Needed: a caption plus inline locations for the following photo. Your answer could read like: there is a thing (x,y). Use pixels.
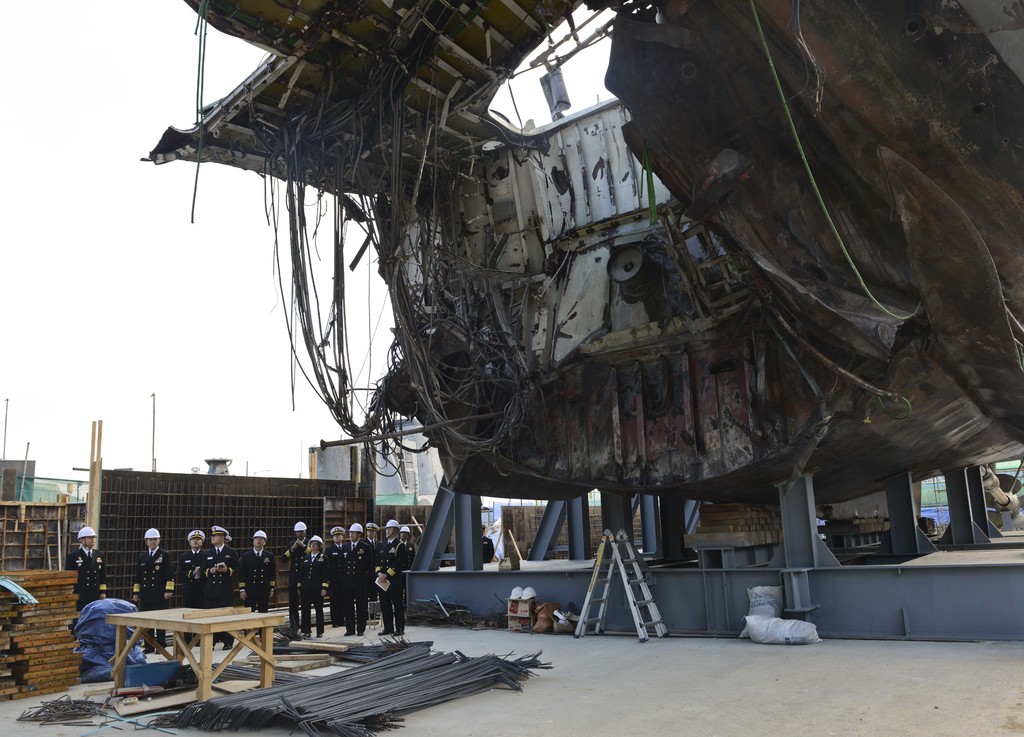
On the left side (299,682), there are iron materials (338,657) arranged, a wooden table (272,644), wooden materials (284,662) arranged on the floor (479,736). Beside them, there are persons (205,570) in uniform (383,557), wearing white color helmets (320,542) and standing. In the background (34,463), there is a shed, there are shelves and there is sky (45,298).
